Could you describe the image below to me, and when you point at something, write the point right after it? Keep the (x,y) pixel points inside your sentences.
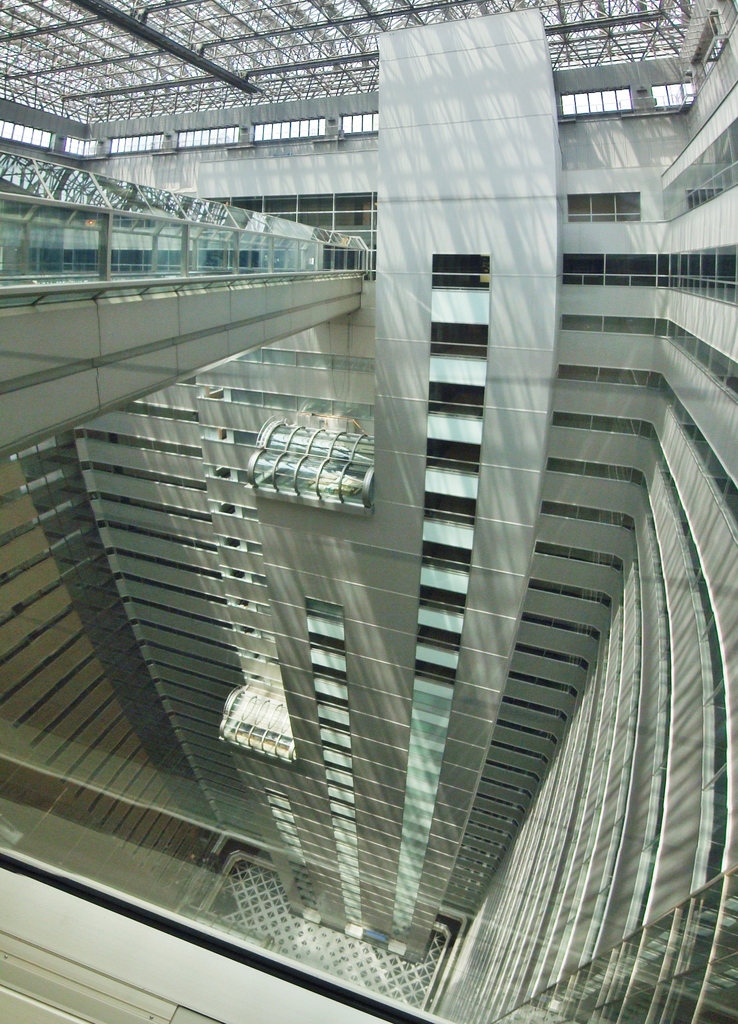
In this image we can see a building (325,496), mirrors (172,247), iron grills (184,39) and railings (147,285).
